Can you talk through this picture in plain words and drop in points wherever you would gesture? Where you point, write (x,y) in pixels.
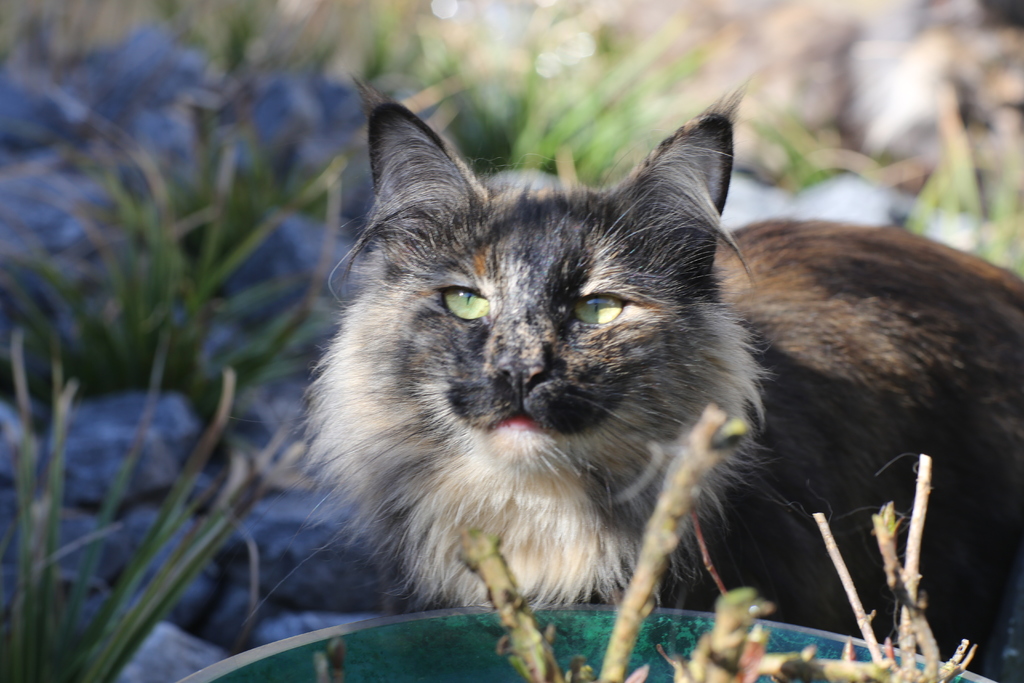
In this image we can see a cat (894,403) on the surface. In the foreground (689,655) we can see a bowl (443,672) and some plants (909,644).
